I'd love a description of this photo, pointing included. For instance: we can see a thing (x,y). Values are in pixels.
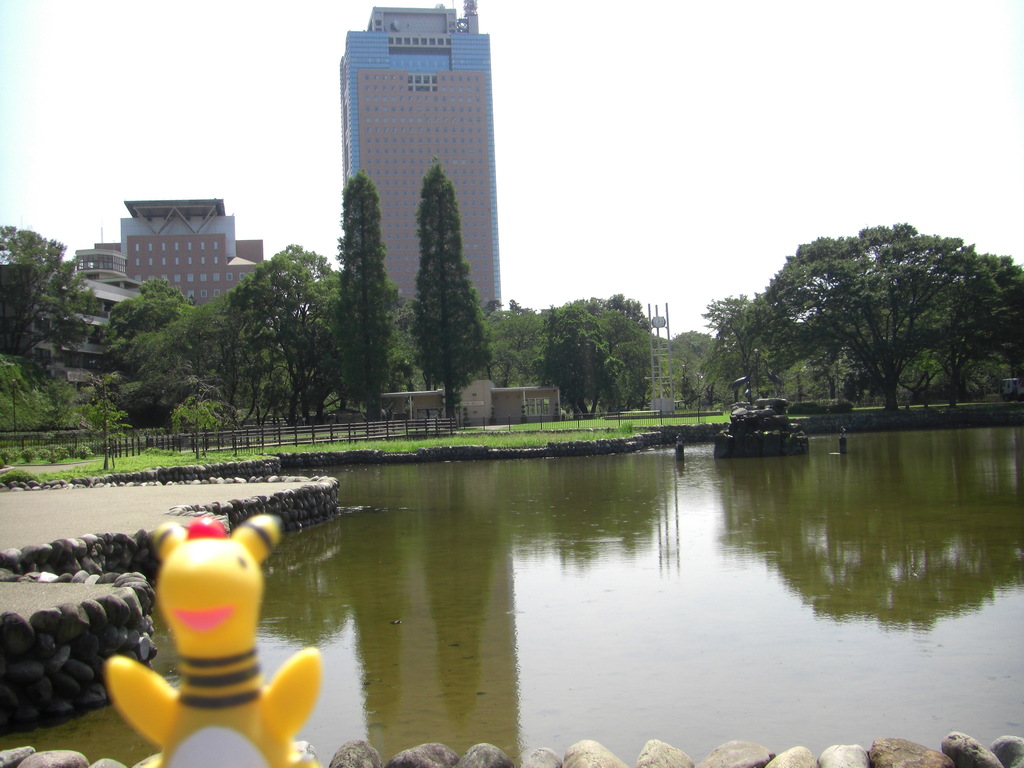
In the picture I can see this part is blurred, where we can see a yellow color toy (273,758). Here we can see stones (320,499), water (626,556), statues (760,447), fence (332,429), grass (431,437), trees (366,327), tower buildings (472,18) and the sky (657,243) in the background (561,282).
